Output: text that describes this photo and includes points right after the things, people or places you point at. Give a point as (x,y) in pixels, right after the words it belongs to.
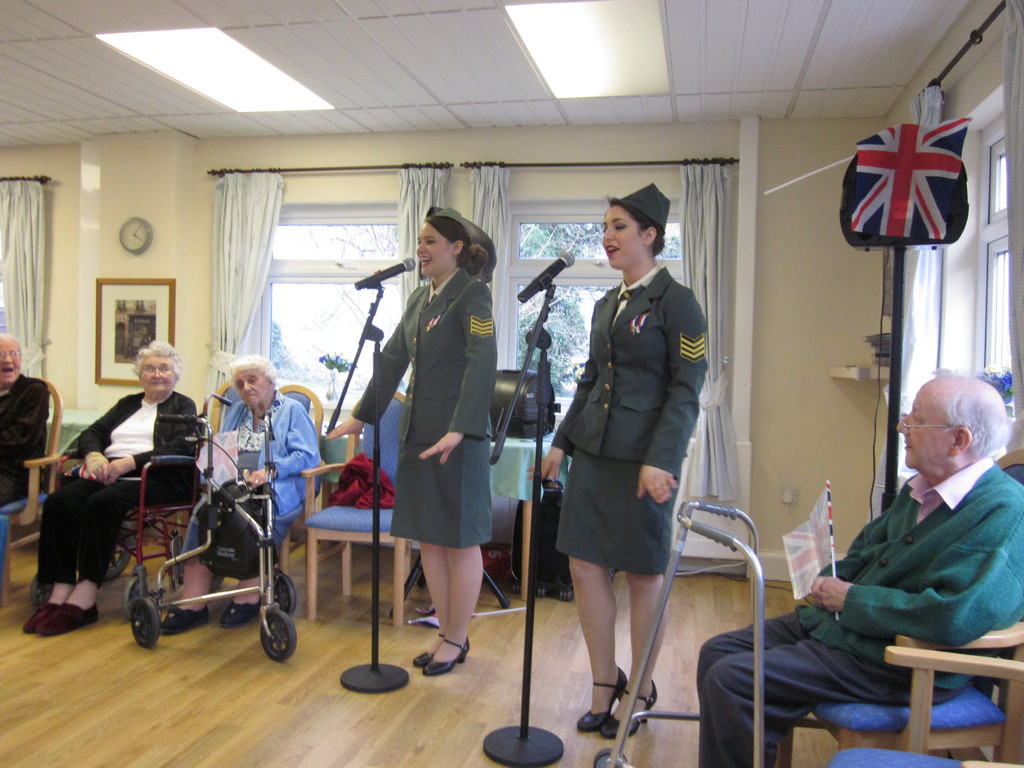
In this image we can see a few people (442,587), among them, some people (89,612) are sitting on the chairs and holding the objects (267,567) and some are standing in front of the mics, there are some curtains (412,209), windows (600,235), chairs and some other objects (526,479) on the floor (113,634), also we can see a photo frame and a clock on the wall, at the top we can see some lights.
